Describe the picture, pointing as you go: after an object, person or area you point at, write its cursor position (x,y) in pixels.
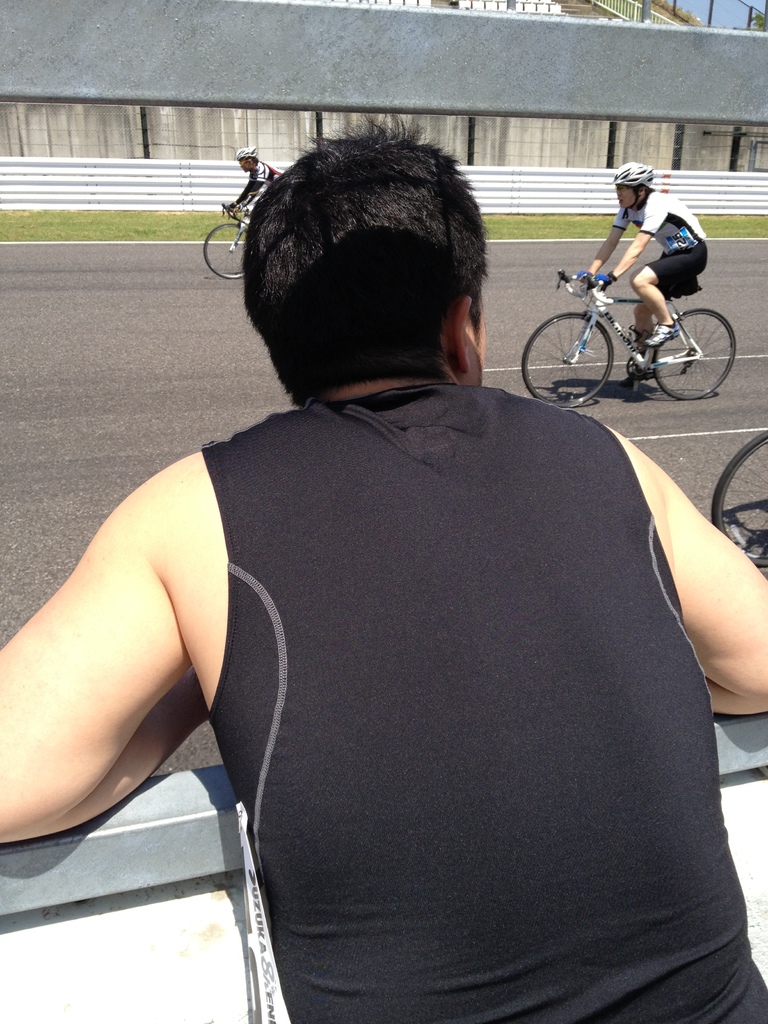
Here we can see a person (474,413) standing, and in front a group of persons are riding their bicycles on the road (540,265), and here is the grass (562,216).
